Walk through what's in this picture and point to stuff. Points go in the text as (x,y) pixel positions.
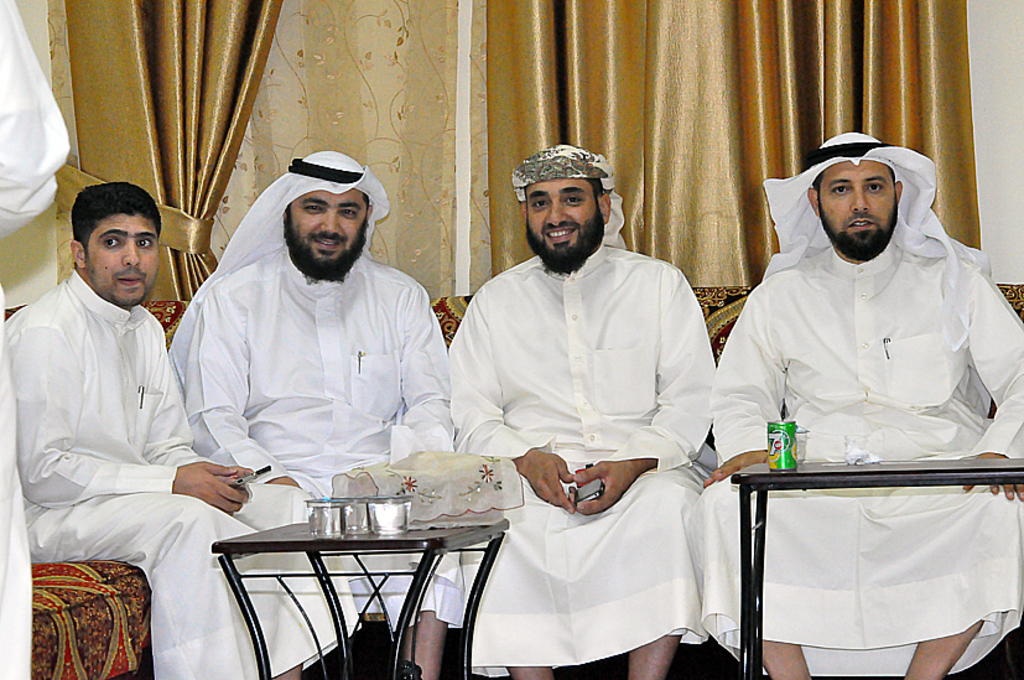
In this image there are four persons (656,434) are sitting on sofa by wearing a white colour dress (744,429). Before them there is a table (223,553) having glasses (347,530) on it. Right side (814,469) there is a table (835,483) having a 7UP can (778,441) on it. At the left side (2,155) there is a person (12,99) standing in white dress (54,164). backside there are few curtains (425,195).
